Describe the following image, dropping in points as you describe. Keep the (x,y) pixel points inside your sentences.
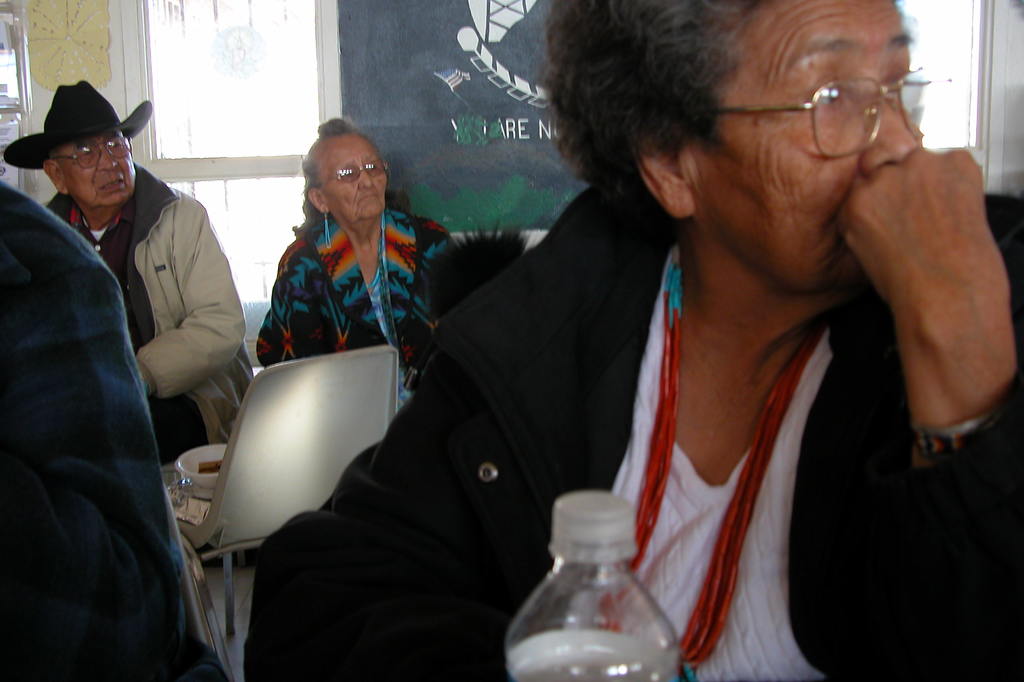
here we see a group people (737,253) seated on the chairs (308,486).
